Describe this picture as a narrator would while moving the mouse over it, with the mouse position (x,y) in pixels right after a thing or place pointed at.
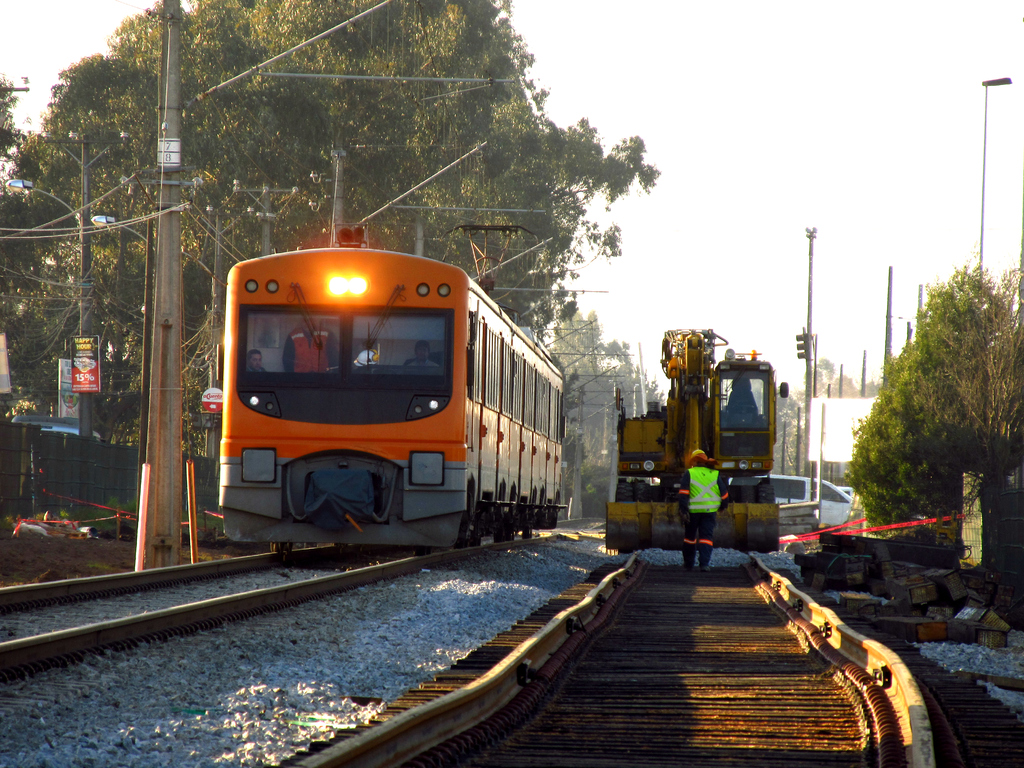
In this image we can see a train (386,475) on the track (262,612) and there is a crane (749,516). We can see a man (706,544). At the bottom (406,634) there are railway tracks (675,747) and stones (351,647). In the background (341,150) there are poles (178,197), wires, trees (204,17) and sky (755,113).
